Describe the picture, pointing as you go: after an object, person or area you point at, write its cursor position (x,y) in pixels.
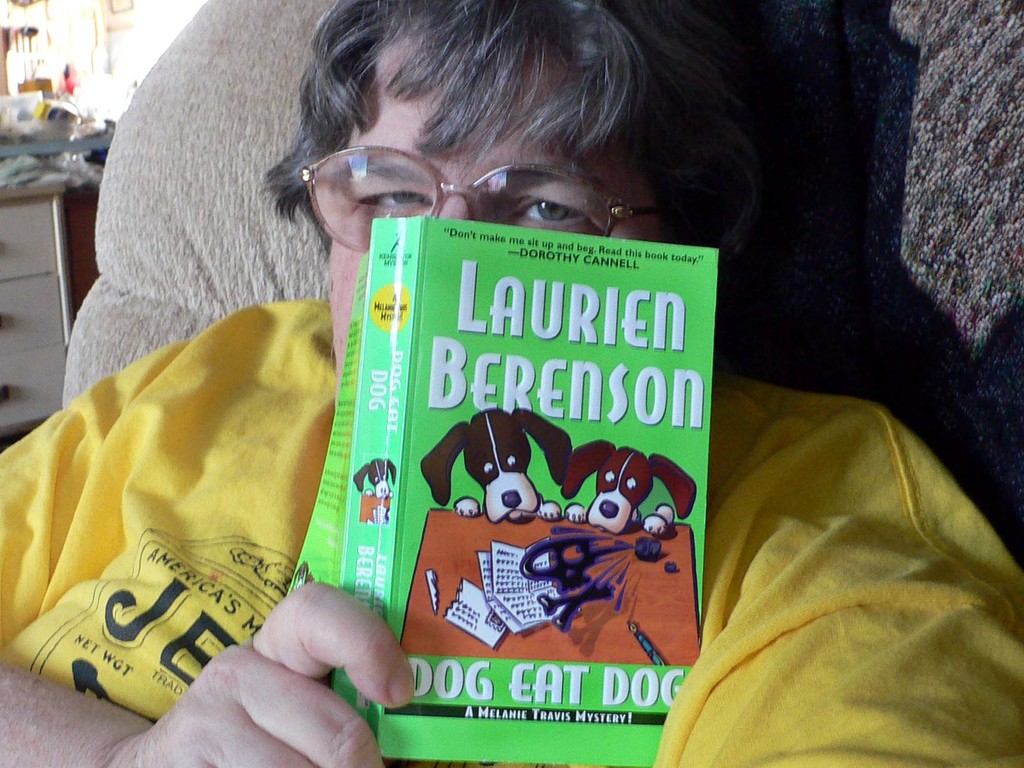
In this image we can see a person (366,229) is sitting, he is wearing yellow color t-shirt (247,535) and holding one book (526,496) in his hand (317,657), behind we can see one cupboard (63,261) with few things (52,104) kept on it.
